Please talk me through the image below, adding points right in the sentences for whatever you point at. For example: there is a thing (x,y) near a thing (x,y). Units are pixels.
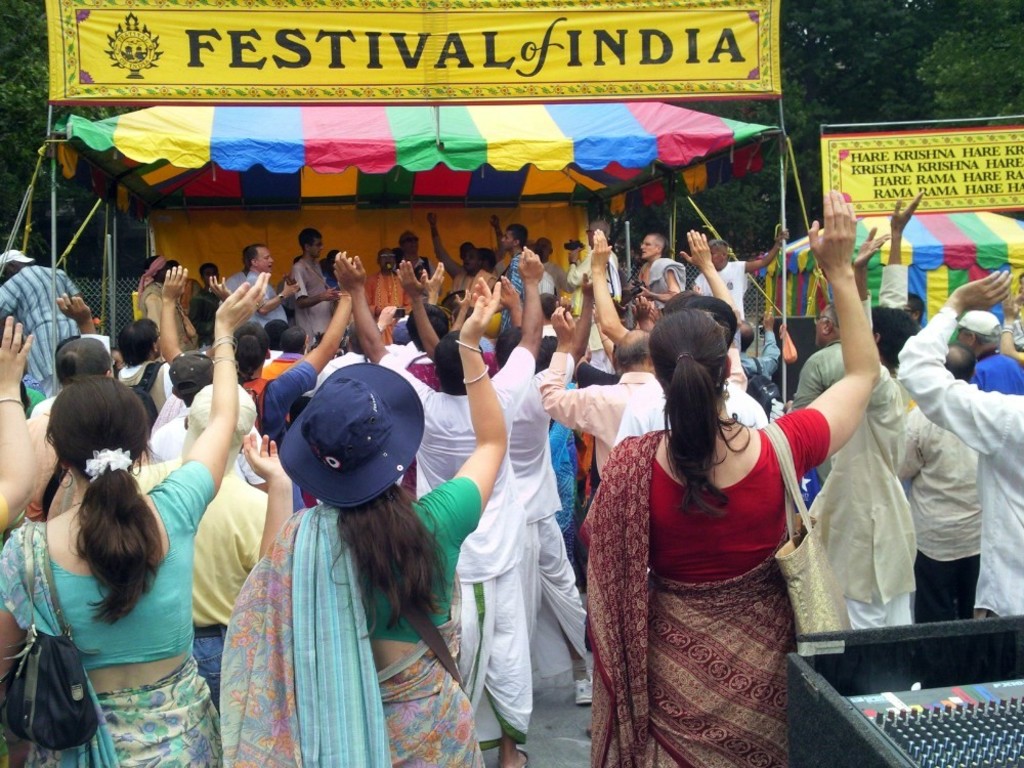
In front of the image there are people (534,542) standing. On the right side of the image (1003,636) there is some object (889,665). In the background of the image (129,72) there are banners (511,53), tents (390,214). There is a mesh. There are trees (133,265).
